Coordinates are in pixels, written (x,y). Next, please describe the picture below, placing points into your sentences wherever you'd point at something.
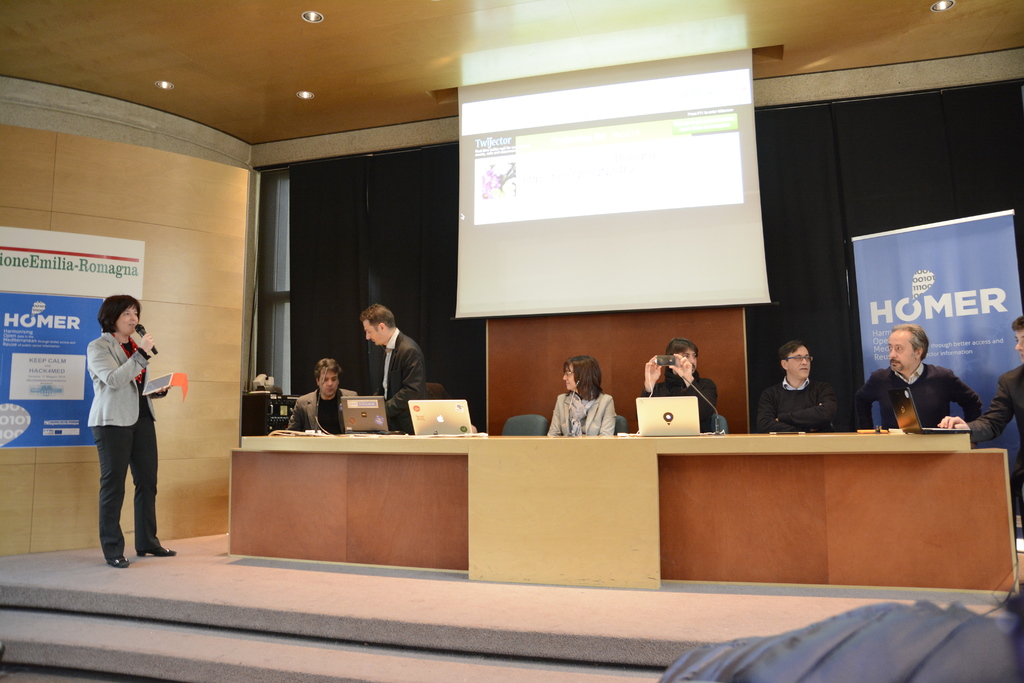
In this picture I can see there are a few people (331,370) sitting in the chairs (525,416) and they have a table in front of them, there are a few laptops (353,419) placed on the table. There is a screen (551,206) in the backdrop (563,211) and there is a banner (97,270) at left (114,242) and right sides. There is a person (148,483) standing at the left side (133,393), she is holding a tab (166,382) and she is speaking into the microphone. There are lights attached to the ceiling (850,25).
